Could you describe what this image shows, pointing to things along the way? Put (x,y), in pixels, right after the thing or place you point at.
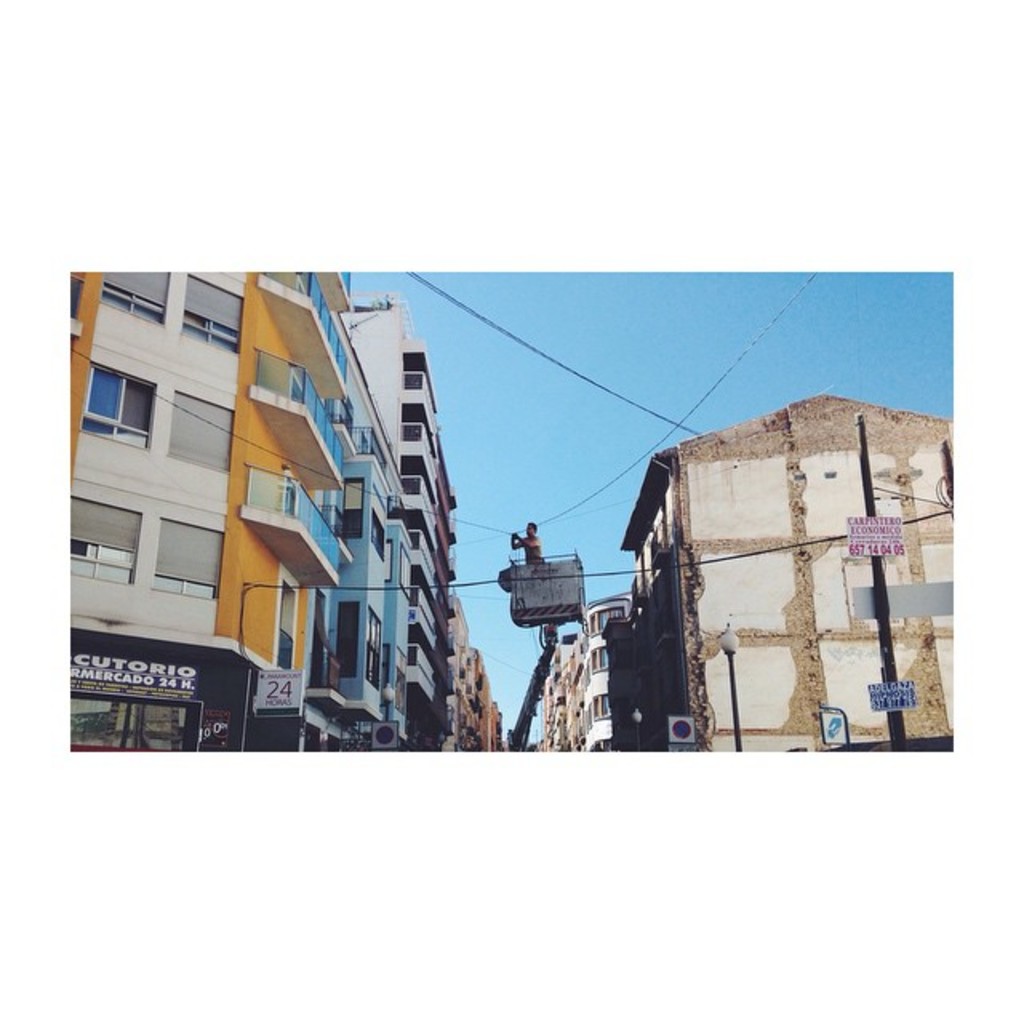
In this image there are buildings (747,615) and there are poles (881,655) and boards (103,683) with some text (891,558) written on it and there is a person (530,552) standing in the crane (541,627) and there are wires (688,422).
